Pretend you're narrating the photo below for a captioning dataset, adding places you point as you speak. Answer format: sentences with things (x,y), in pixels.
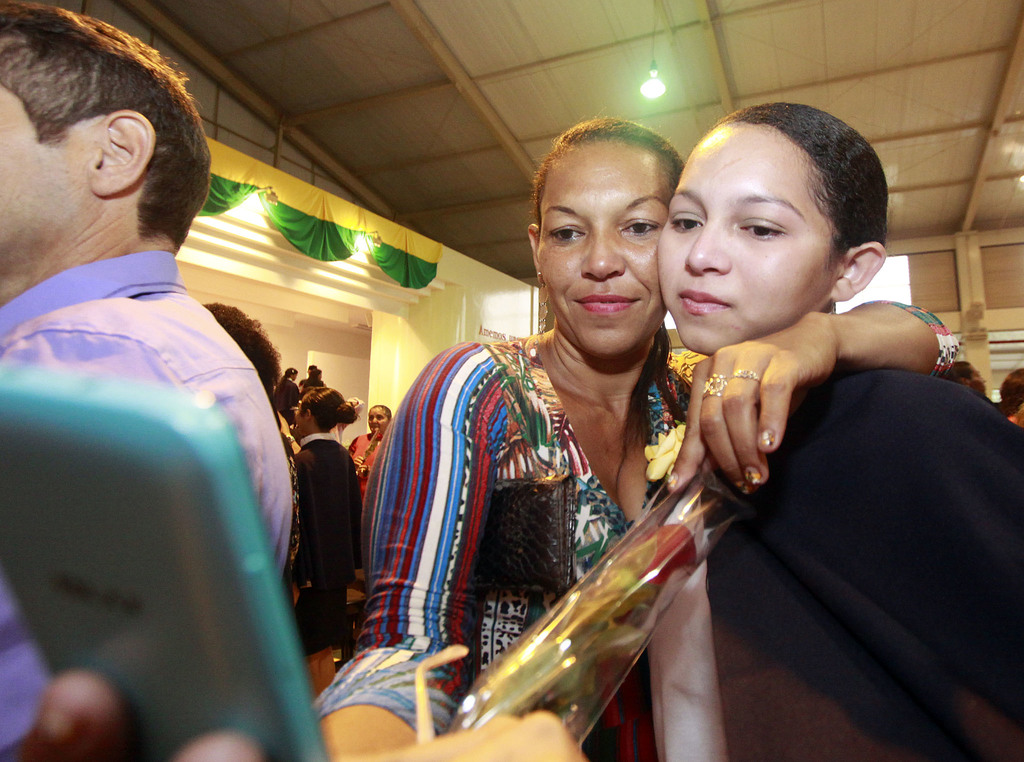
In this picture there is a woman (538,413) standing and hugging a woman (886,533) and there are few other persons (282,397) in the background (297,392).
